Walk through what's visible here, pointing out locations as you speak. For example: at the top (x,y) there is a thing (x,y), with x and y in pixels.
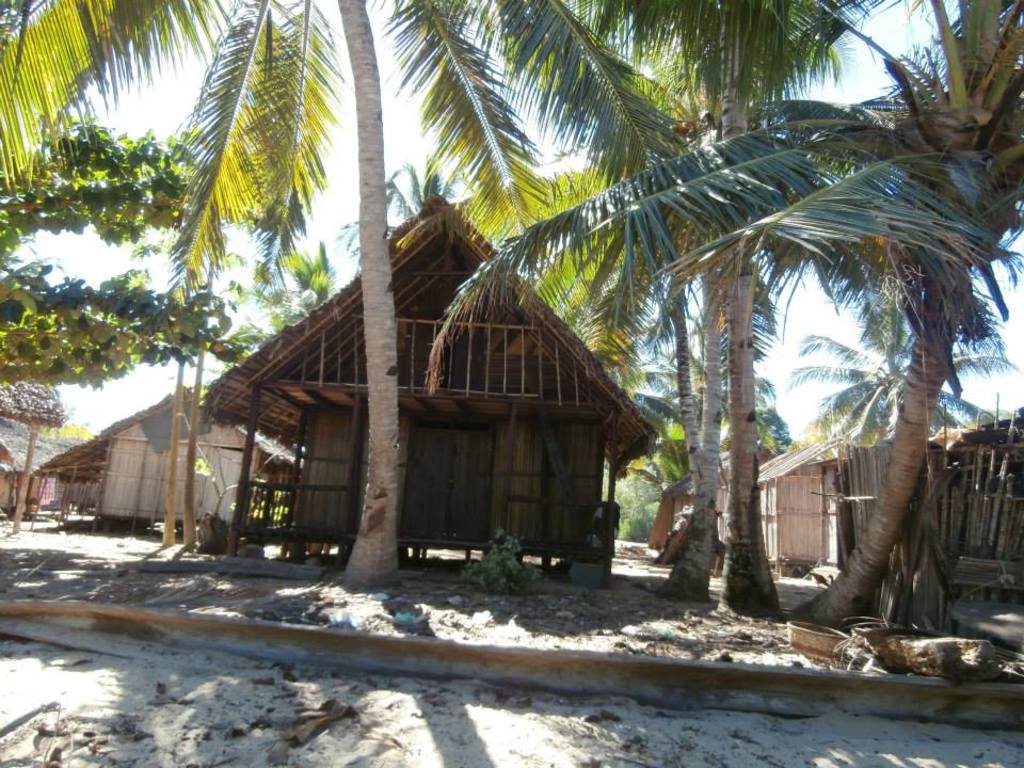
In this picture we can see few trees (749,448) and huts (408,491).
